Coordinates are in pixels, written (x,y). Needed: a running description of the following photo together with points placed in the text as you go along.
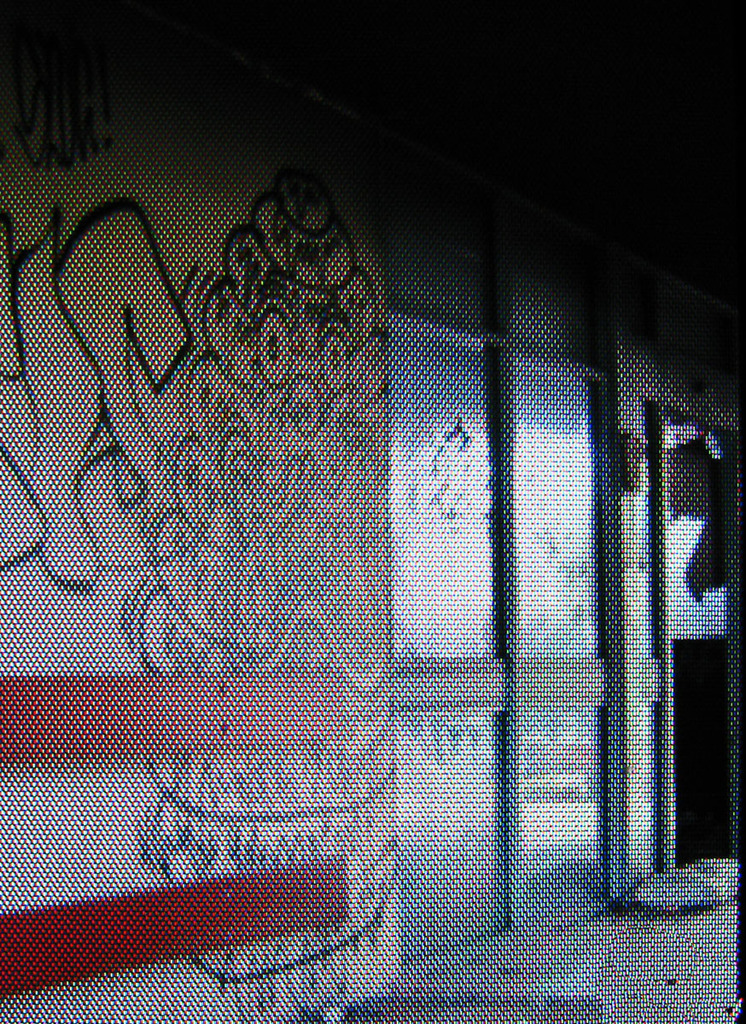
In this image we can see painting (380,451) on the wall (384,823) and there are glasses (522,714).
